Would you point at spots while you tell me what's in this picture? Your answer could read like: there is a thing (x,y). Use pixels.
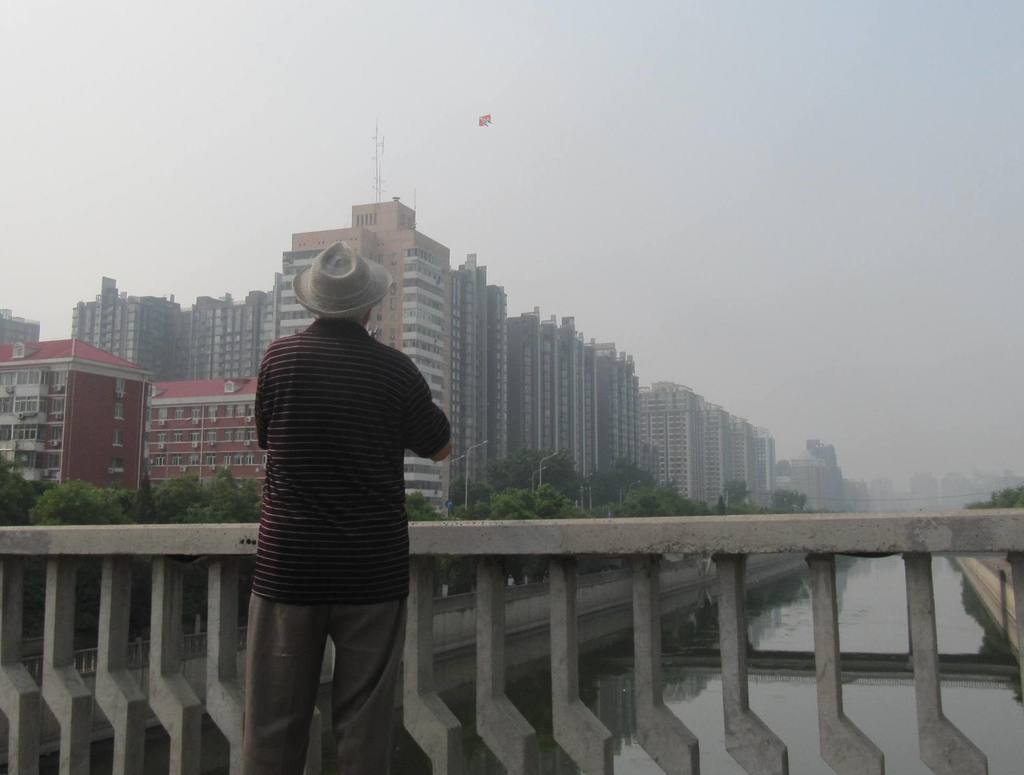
In this picture I can see a person (393,568) standing on the bridge (829,762). I can see water (1002,750). There are buildings (205,379), trees (486,515), poles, lights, and in the background (565,139) there is the sky (721,121).
